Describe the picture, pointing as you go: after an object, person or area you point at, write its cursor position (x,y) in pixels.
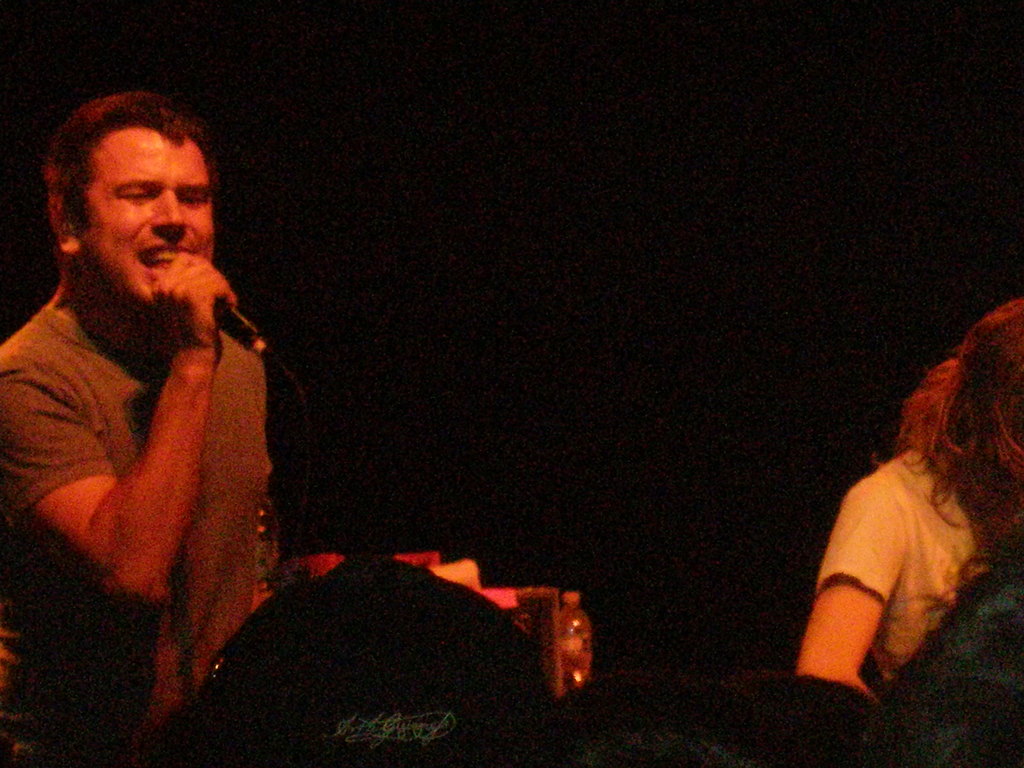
In this image I can see two persons (837,625) and on the left side of this image (168,123) I can see one of them is holding a mic (244,333). I can also see this image is little bit in dark.
